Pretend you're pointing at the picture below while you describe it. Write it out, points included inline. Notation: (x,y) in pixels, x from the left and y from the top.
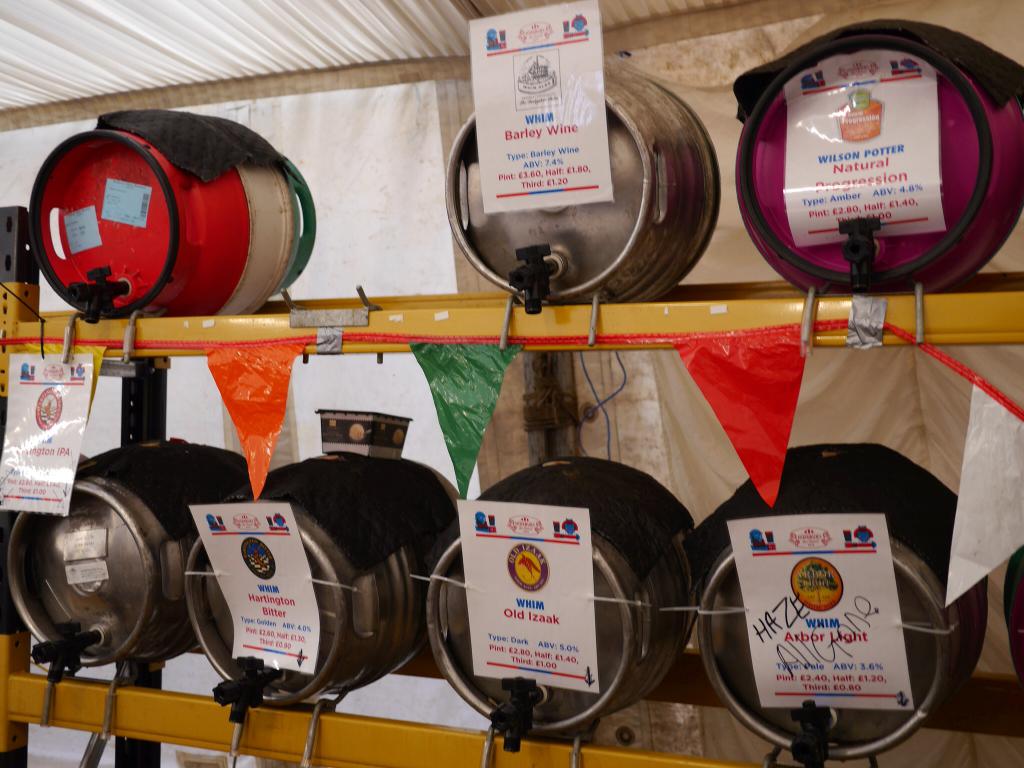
In the background (232,86) it looks like a tent (78,87). In this picture we can see the objects (607,204) arranged in a sequence manner in the racks (944,308). We can see the colorful paper flags (1011,519) and a rope (982,382). We can see the paper notes (71,398) with some information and logos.
